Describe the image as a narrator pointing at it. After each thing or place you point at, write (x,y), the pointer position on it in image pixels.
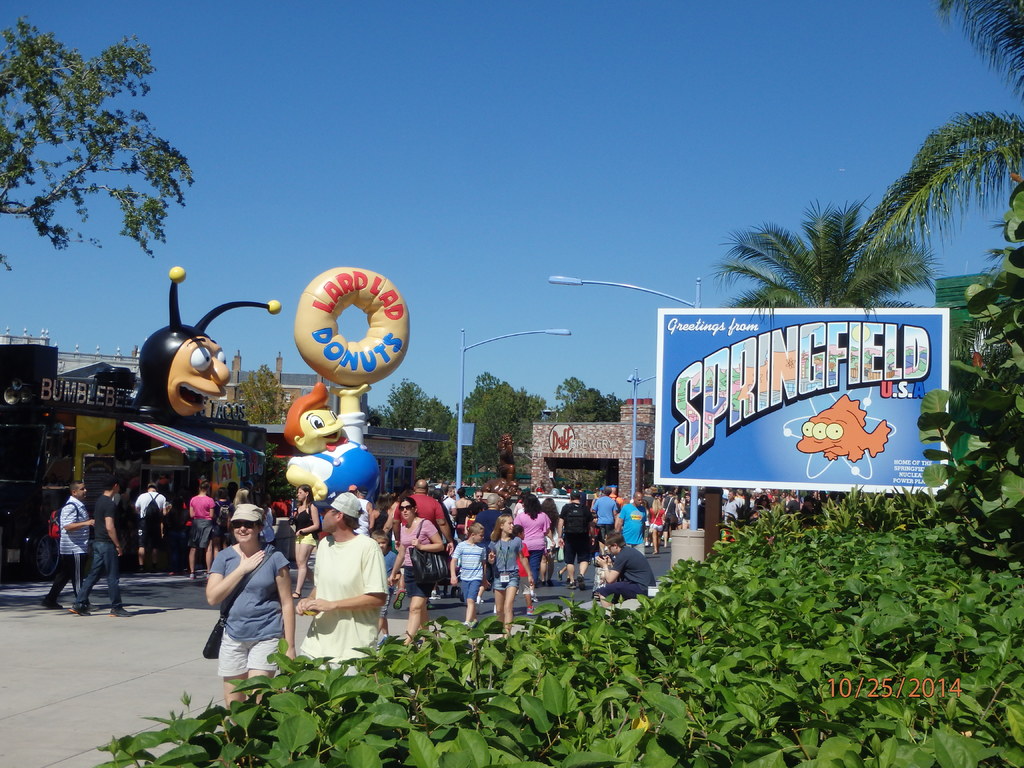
In this image I can see the group of people (270,608) with different color dresses (268,591). I can see few people (346,533) with caps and bags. I can see two huge inflatable toys (177,400), board (732,422) and the poles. I can see the plants (778,608) to the right (690,627). In the background (480,417) I can see the buildings (438,440), trees (513,414) and the sky (499,236).
